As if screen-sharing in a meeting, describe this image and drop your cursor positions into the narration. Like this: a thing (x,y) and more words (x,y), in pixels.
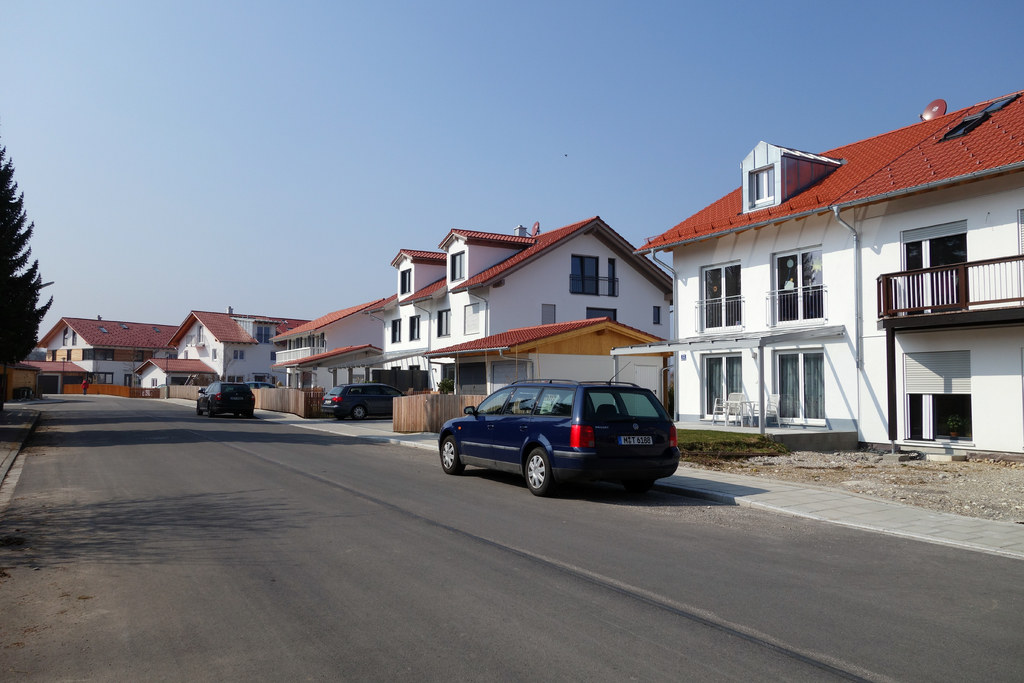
In this image, we can see vehicles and a person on the road (167,542). In the background (469,334), there are buildings (528,254), fences (274,395) and there is a tree (23,297). At the top (388,97), there is sky (260,107).
